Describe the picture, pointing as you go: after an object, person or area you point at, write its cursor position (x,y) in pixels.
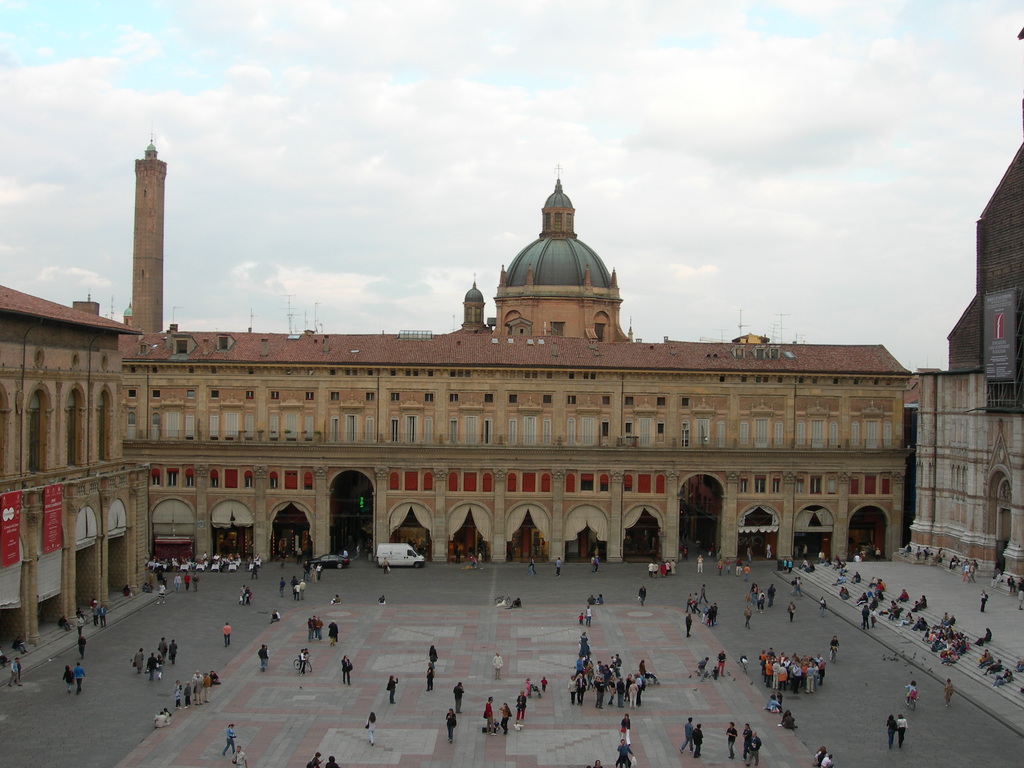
As we can see in the image there are buildings (215,517), vehicles (328,565), many people (292,587) here and there, sky (496,222) and clouds (416,14).
